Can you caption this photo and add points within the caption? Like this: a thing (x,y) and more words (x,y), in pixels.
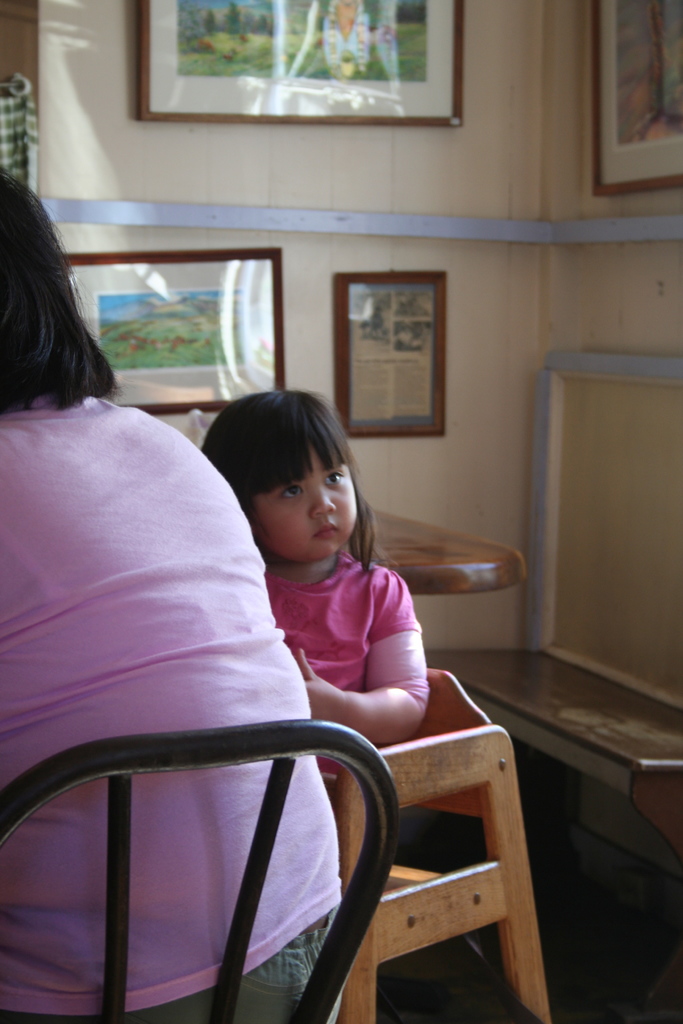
In this image we can see a person (200,781) sitting on the chair (222,988). In the center (318,560) we can see the girl (330,607). We can also see the table (455,568), bench (502,714) and also the frames (235,58) attached to the plain wall (472,350). We can also see the floor (593,950).
